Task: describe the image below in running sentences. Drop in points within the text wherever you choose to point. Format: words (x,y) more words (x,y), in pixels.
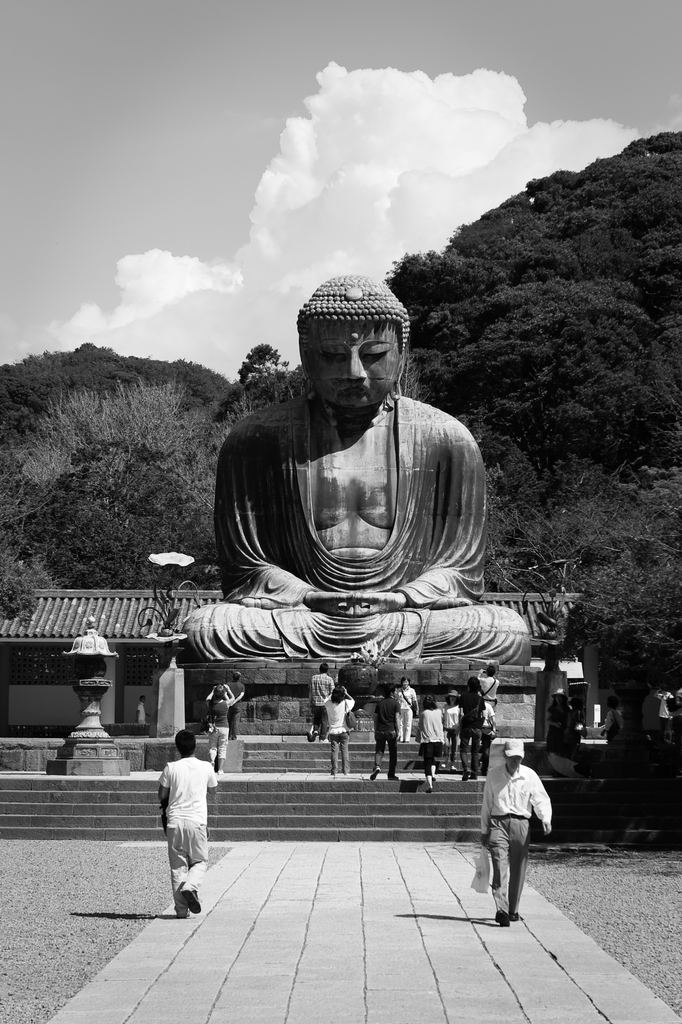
In this image I can see the statue (316,514). In-front of the statue (286,591) there are many people (387,718) standing. To the left (67,641) I can see the shed (62,635). In the background (498,336) there is a mountain (467,313), clouds (220,289) and the sky (109,105).
